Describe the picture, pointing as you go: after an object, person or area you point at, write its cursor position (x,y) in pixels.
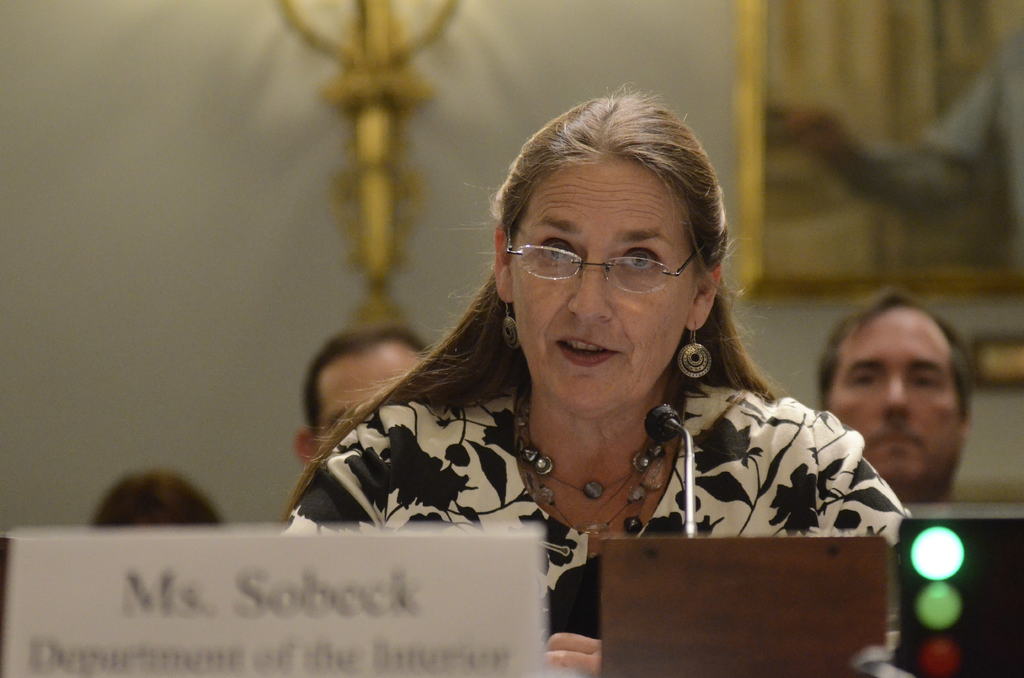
In this image we can see a few people (475,374), there is a board (407,550) with text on it, there are lights (941,597), there is a photo frame (785,170) on the wall (443,115), also we can see the stand (376,66), and the background (356,67) is blurred.
